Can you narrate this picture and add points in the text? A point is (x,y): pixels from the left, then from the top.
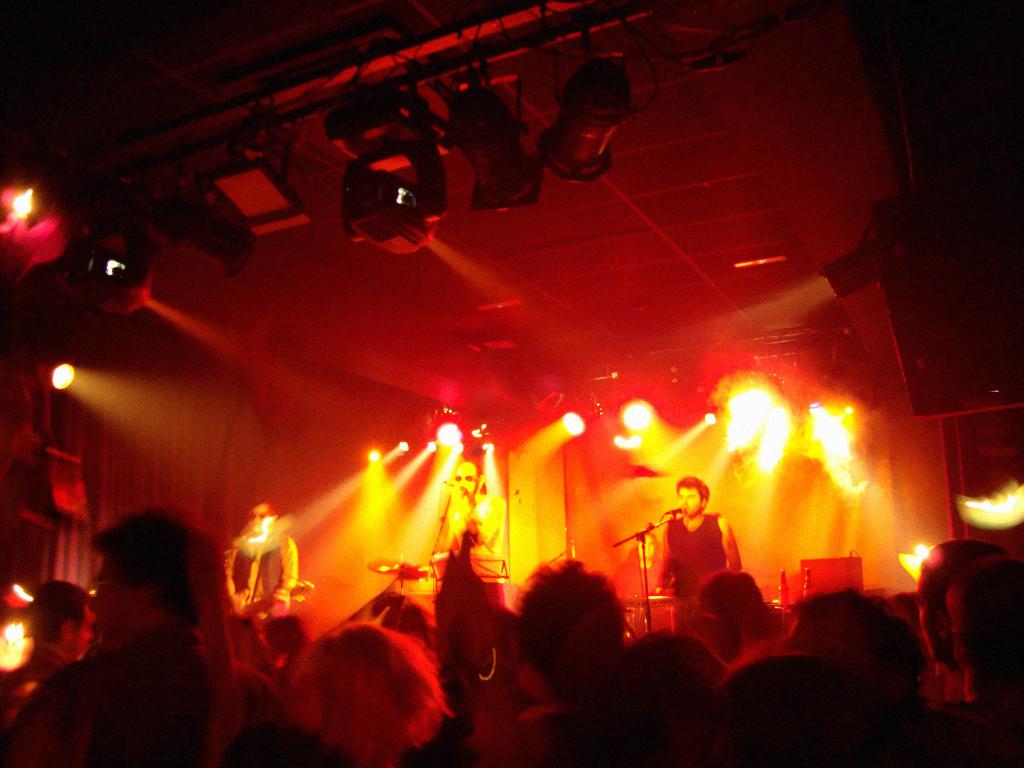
In this image at the bottom (594,647), there are many people (514,684). In the middle (458,479) there is a man (476,534), he is singing. On the right (694,540) there is a man (678,523), he wears a t shirt (700,537), in front of him there is a mic (683,511). On the left (267,541) there is a man (263,566), he is playing a guitar (263,596). In the background (425,450) there are lights (509,159), musical instruments (382,564).
